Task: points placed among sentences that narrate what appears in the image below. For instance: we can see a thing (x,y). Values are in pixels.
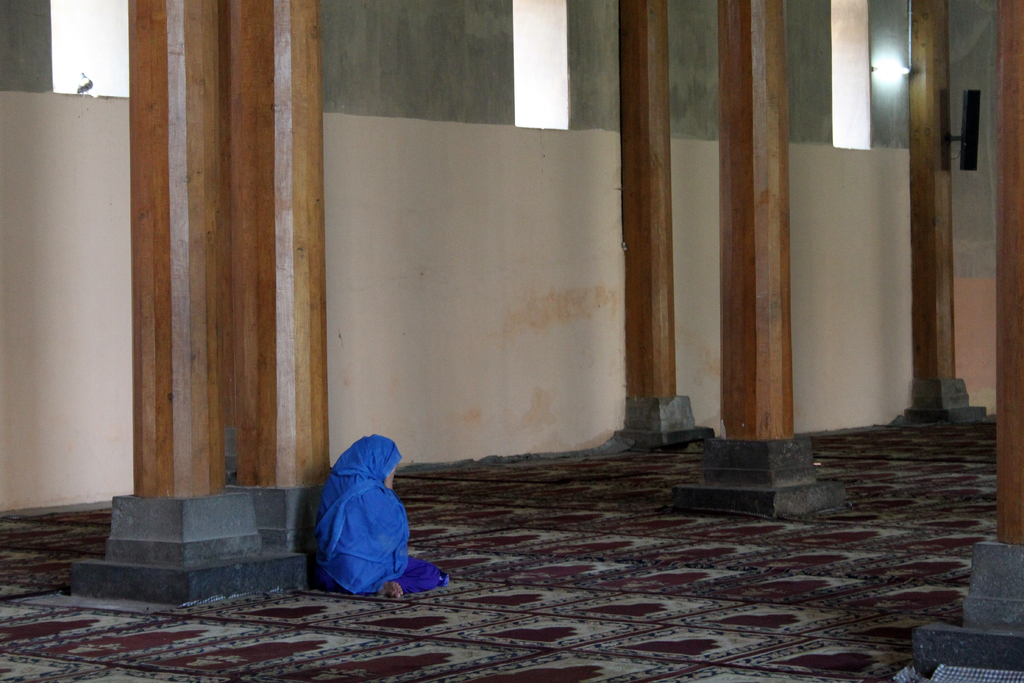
In this picture, we can see a person (397,499) on the ground (572,584), and we can see ground (460,585), pillars (203,346), wall (620,289) with lights (891,67), and some objects (974,120) attached to it.
